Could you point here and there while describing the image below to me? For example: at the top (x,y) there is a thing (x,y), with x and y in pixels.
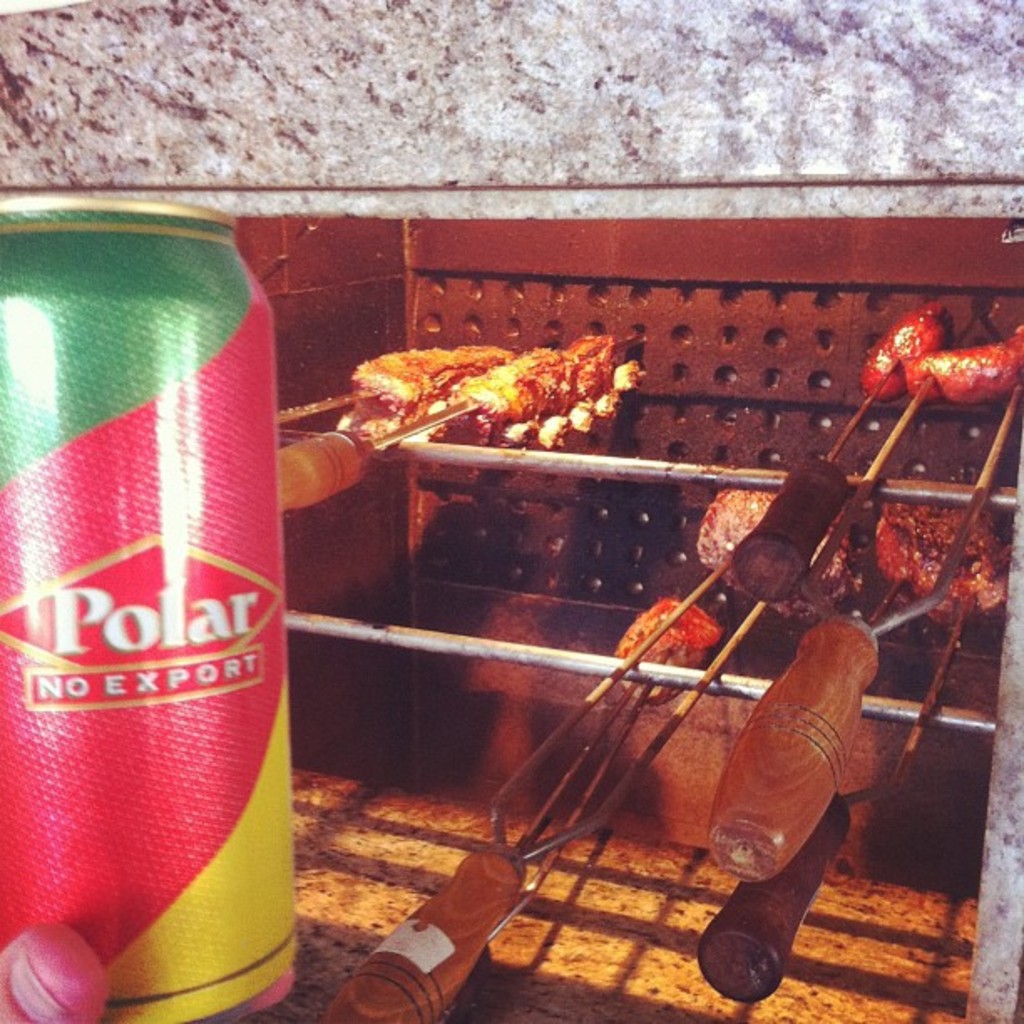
In this picture I can observe meat (904,527) in the middle of the picture (419,392). On the left side (9,570) there is a tin (92,436) which is in green, red and yellow colors. In the background (484,143) there is a wall (595,71).
